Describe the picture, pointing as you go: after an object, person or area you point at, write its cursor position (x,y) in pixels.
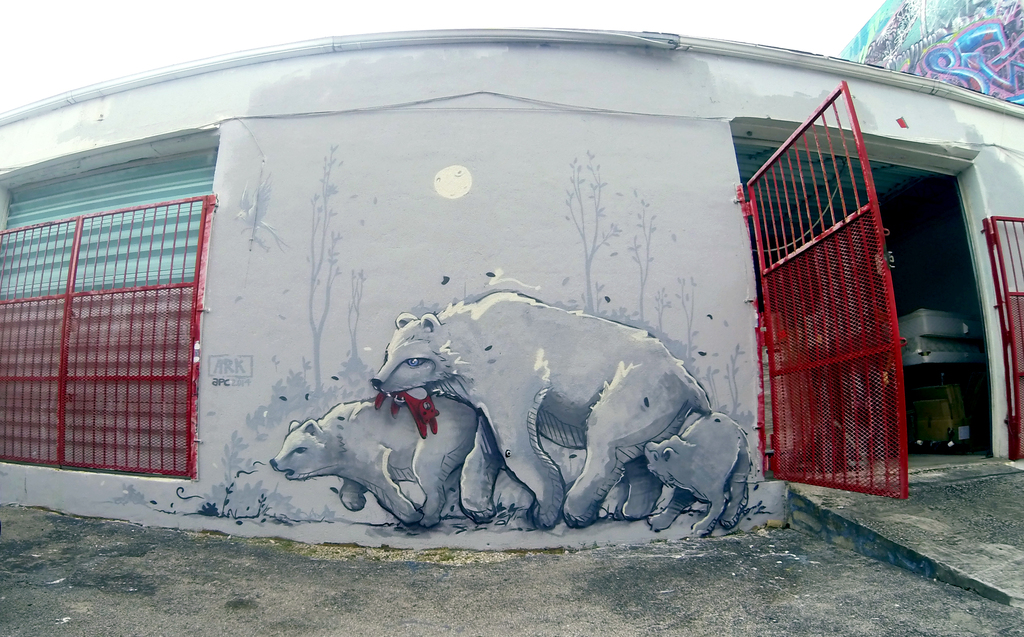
In this picture we can see gates (801,337), shutter (115,188), wall (356,235) with painting (536,324) on it and in the background (111,18) we can see the sky (467,17).
